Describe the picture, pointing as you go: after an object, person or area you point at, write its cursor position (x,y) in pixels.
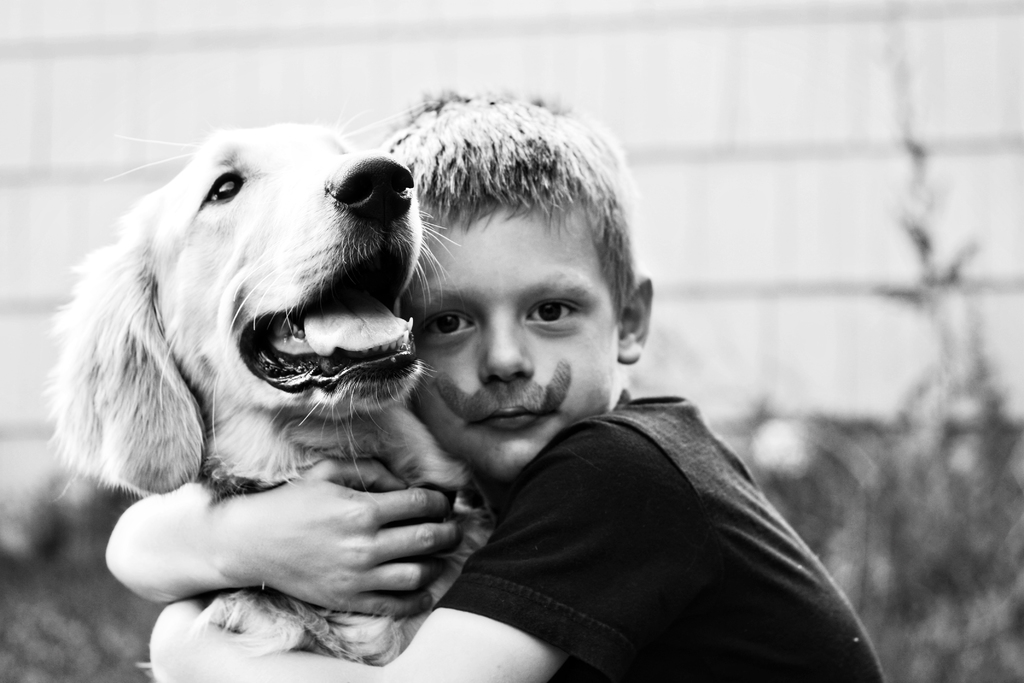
A black and white picture. This boy (518,601) is hugging a dog (412,327). Background (761,215) is blurry.
